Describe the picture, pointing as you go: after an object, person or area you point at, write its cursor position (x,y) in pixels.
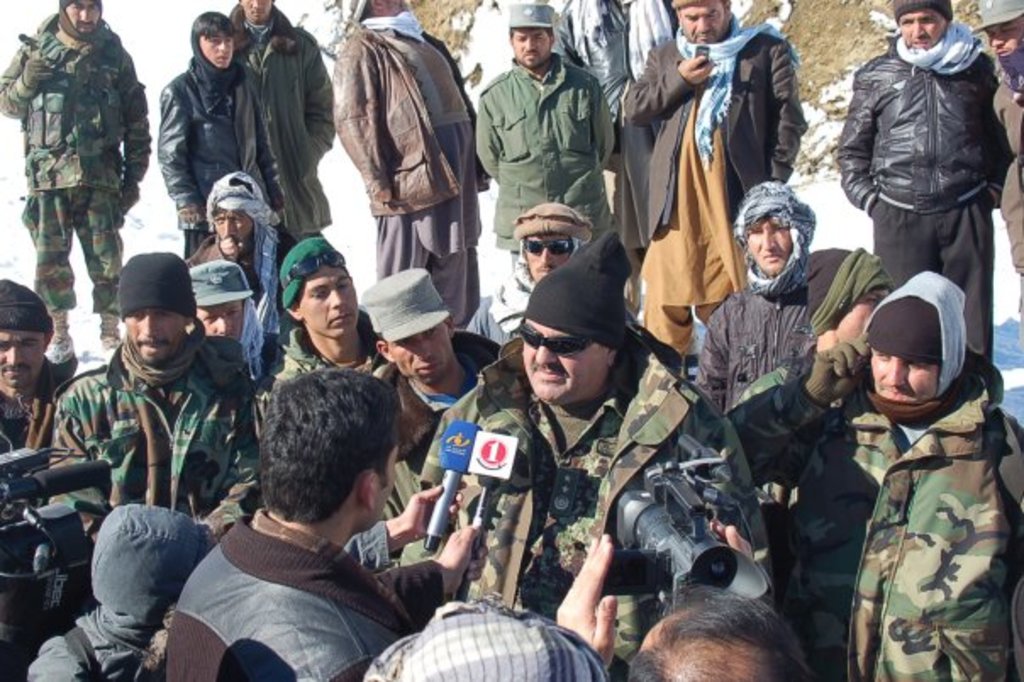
In this image I can see number of persons (538,388) are standing wearing uniforms (584,435) and hats (421,325). I can see few persons (206,566) are standing and holding cameras (78,519) and microphones (456,468) in their hands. In the background (696,94) I can see few persons (381,135) standing, some snow (164,1) and the ground (827,40).
